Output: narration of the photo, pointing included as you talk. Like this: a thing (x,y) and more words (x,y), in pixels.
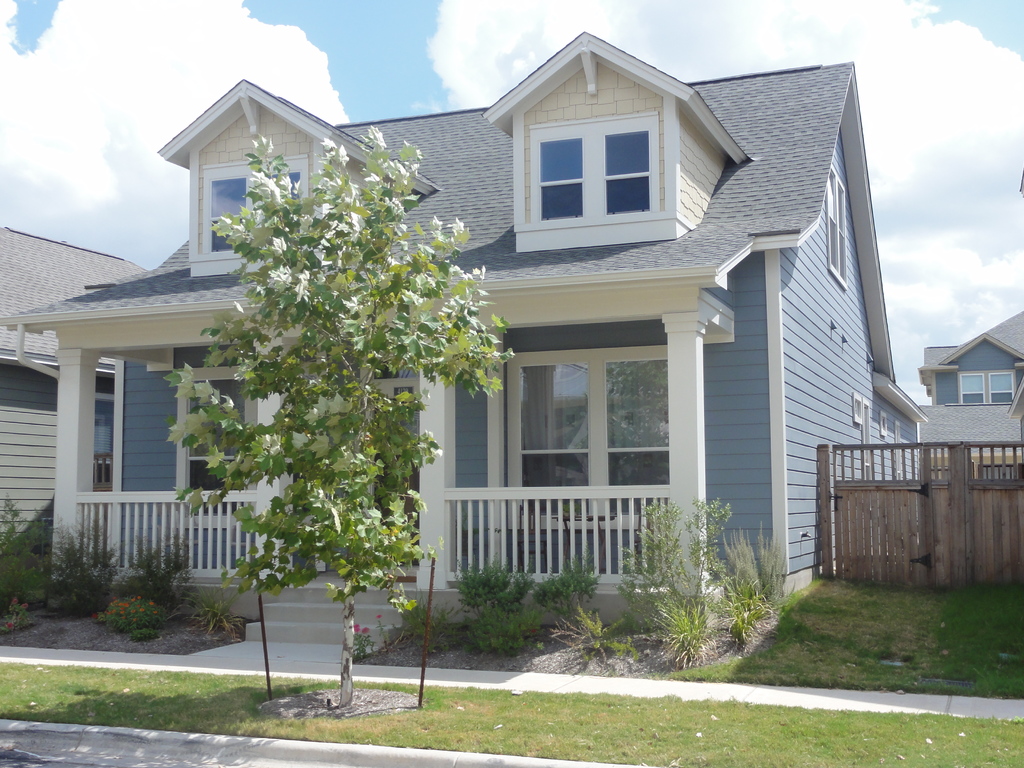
In this picture there is a house (617,281) in the center of the image (519,439) and there are other houses (6,288) on the right (1001,352) and left side of the image (41,433), there is greenery (460,353) in the image, there is a gate (890,518) on the right side of the image (934,488).
